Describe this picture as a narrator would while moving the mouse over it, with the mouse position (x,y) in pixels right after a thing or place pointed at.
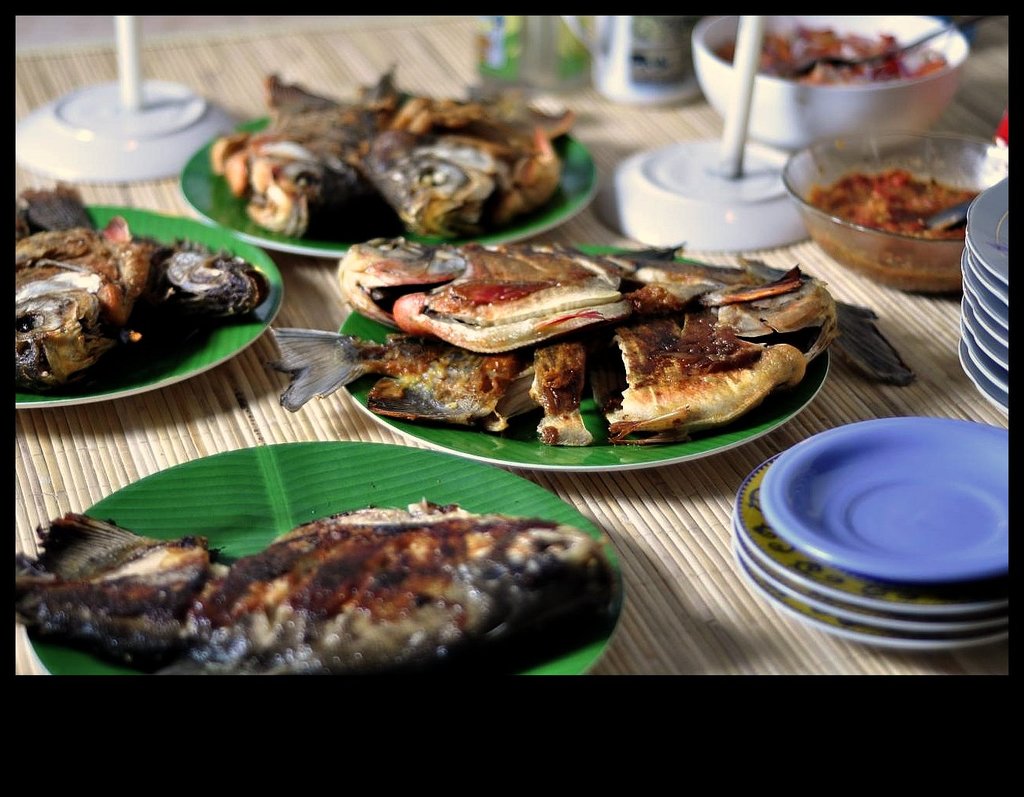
In this image there are plates (983,247) and bowls (734,56) on the table (696,628). There is food (521,184) on the plates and in the bowls (813,110). There are spoons (847,65) in the bowls (904,148). There is cooked fish (374,311) on the plates (362,481).
